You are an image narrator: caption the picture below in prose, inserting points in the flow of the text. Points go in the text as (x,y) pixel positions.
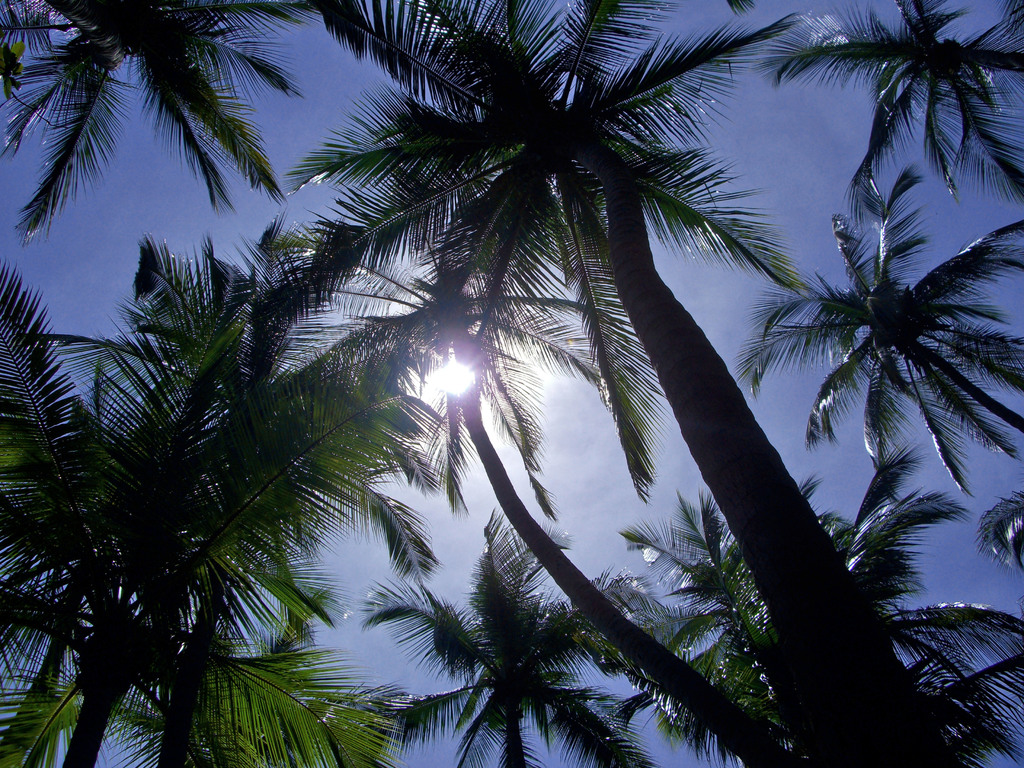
There are trees (843,77) having green color leaves (220,31). In the background (433,374), there is a sun (443,363) and there are clouds (553,375) in the blue sky (402,657).
